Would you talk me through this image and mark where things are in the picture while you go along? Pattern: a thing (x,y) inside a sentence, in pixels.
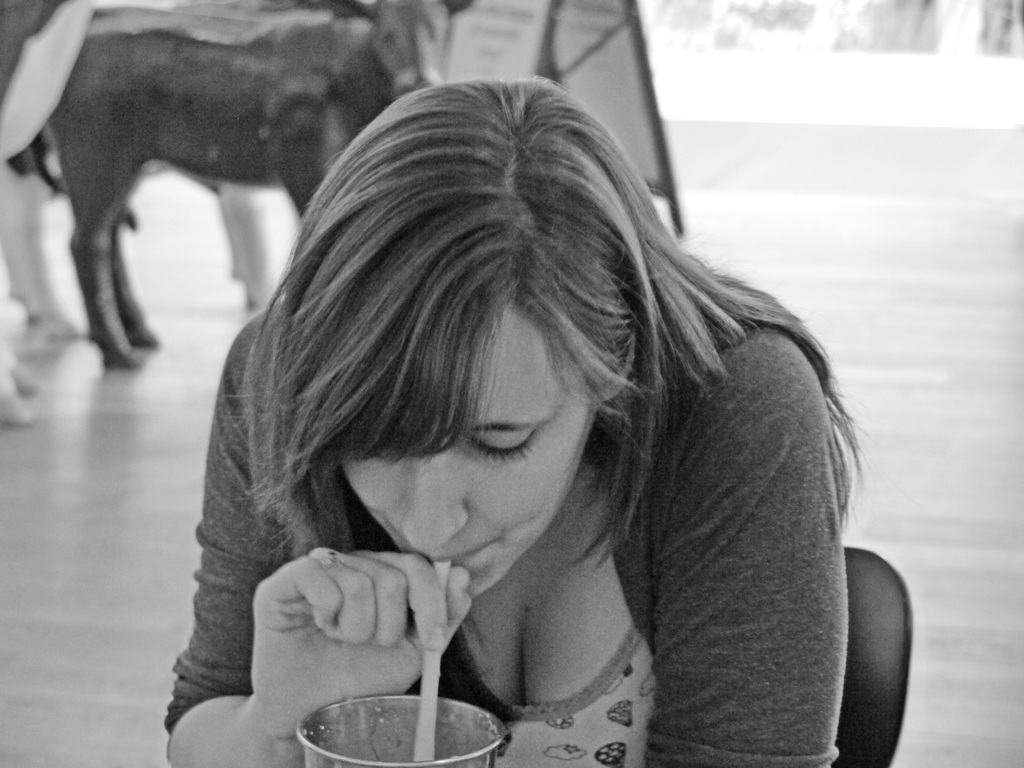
In the foreground area of this image (506,270) there is a lady (381,447) who is sitting in the center of the image (523,306), by holding a straw (439,645) in her hand (432,632), which is in the glass (376,710) and there is a calf (423,62) and a board (555,63) in the background area (458,58).
